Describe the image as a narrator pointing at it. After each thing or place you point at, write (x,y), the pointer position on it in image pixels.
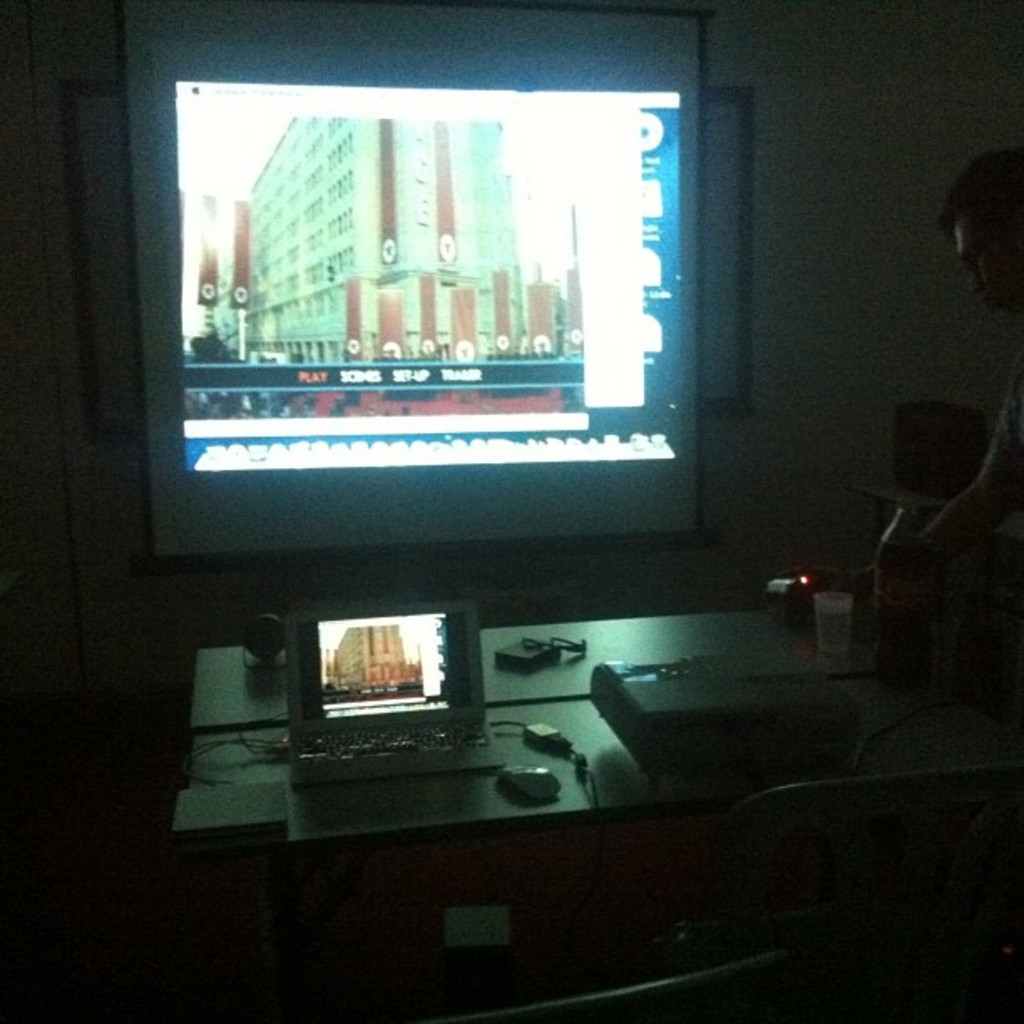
In this image there is a person (981,216) truncated towards the right of the image (963,201), there is a table (527,685), there are objects (820,646) on the table (435,812), there is a laptop (395,674), there is a projector (702,697), there is a screen (438,243), there is the wall (846,333), there is a building (397,235), there is text (422,378) on the screen (411,381), there is a photo frame (738,275) on the wall (770,371), there are chairs (813,930) truncated towards the bottom of the image (853,943).
